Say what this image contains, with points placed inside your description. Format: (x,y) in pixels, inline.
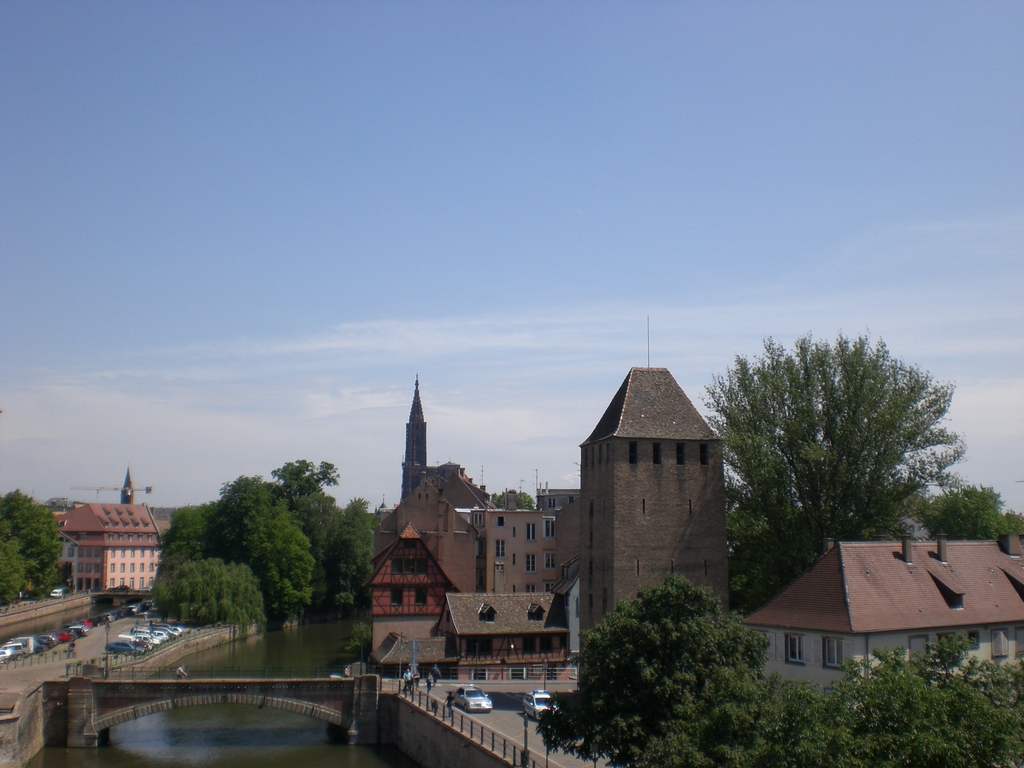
At the bottom (334,659) there is a bridge (322,708) and water (295,720). On the right (708,521) we can see buildings (696,510) and church (410,452). On the left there is a crane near to the building (144,533). In the bottom left corner (144,638) we can see many cars (14,652) which are parked near to the fencing (191,635), street lights (110,627) and road (143,618). At the top (641,102) we can see sky (533,259) and clouds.
